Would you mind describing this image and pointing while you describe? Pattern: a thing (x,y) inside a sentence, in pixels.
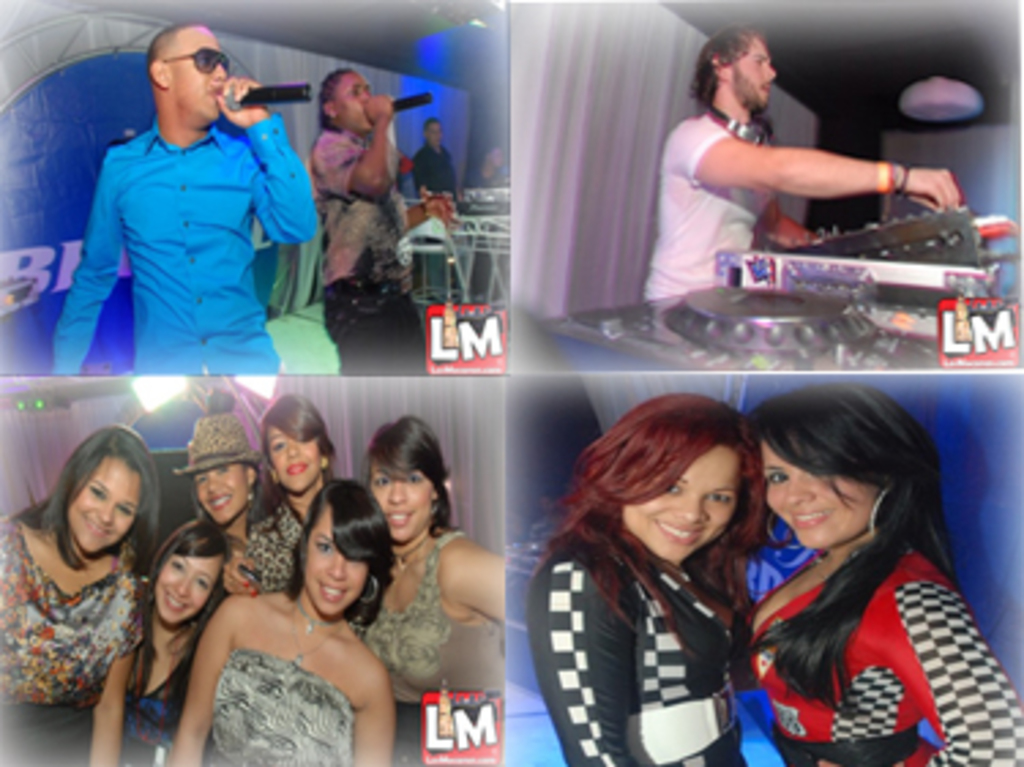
In this image I can see the collage picture in which I can see few persons (234,306) standing and holding microphones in their hands (377,125), a person (719,160) wearing white dress (732,198) is standing in front of a musical system (848,261), few women (365,546) wearing grey colored dresses (273,562) are smiling and two women (673,571) wearing black, white and red colored dresses (691,662) are smiling. I can see white colored curtains (500,394) in the background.
